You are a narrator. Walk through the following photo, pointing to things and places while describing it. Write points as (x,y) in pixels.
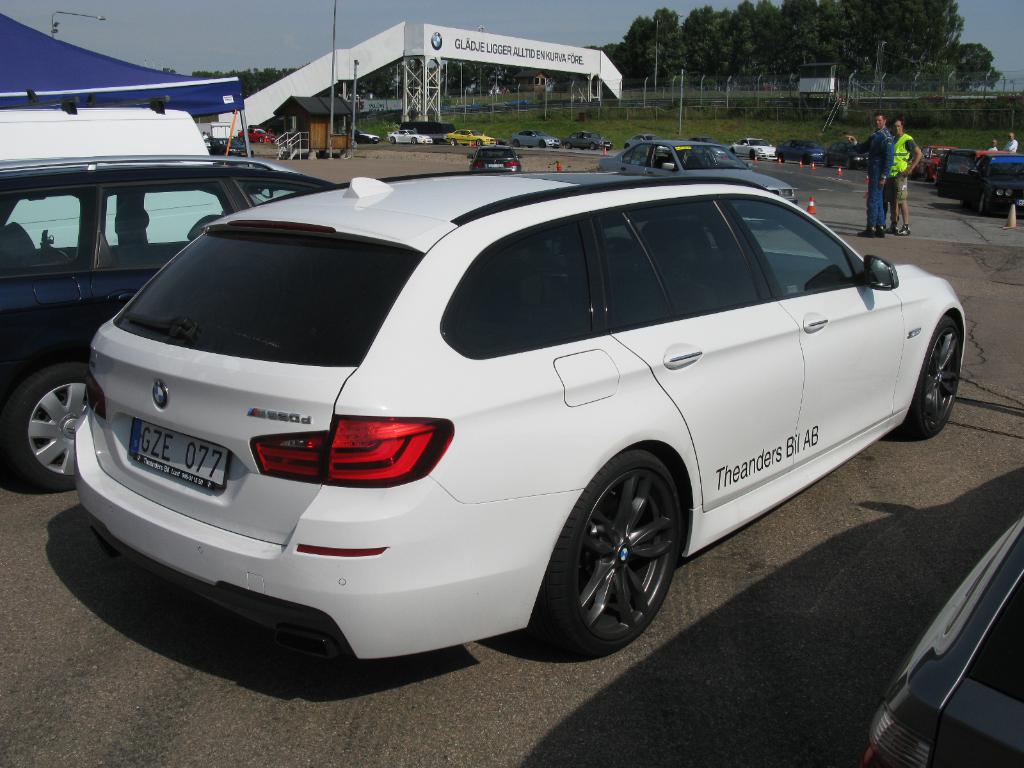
In this image we can see the vehicles (603,289). We can also see a tent (29,47) for shelter. We can see the poles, board (494,41), rods (432,75) and also the safety cones (777,163). We can also see the trees (771,62), grass (615,118) and also the sky (391,24). We can see the house (324,100) for shelter. At the bottom (145,685) we can see the road (632,676). On the right (899,177) we can see the people (885,166).
